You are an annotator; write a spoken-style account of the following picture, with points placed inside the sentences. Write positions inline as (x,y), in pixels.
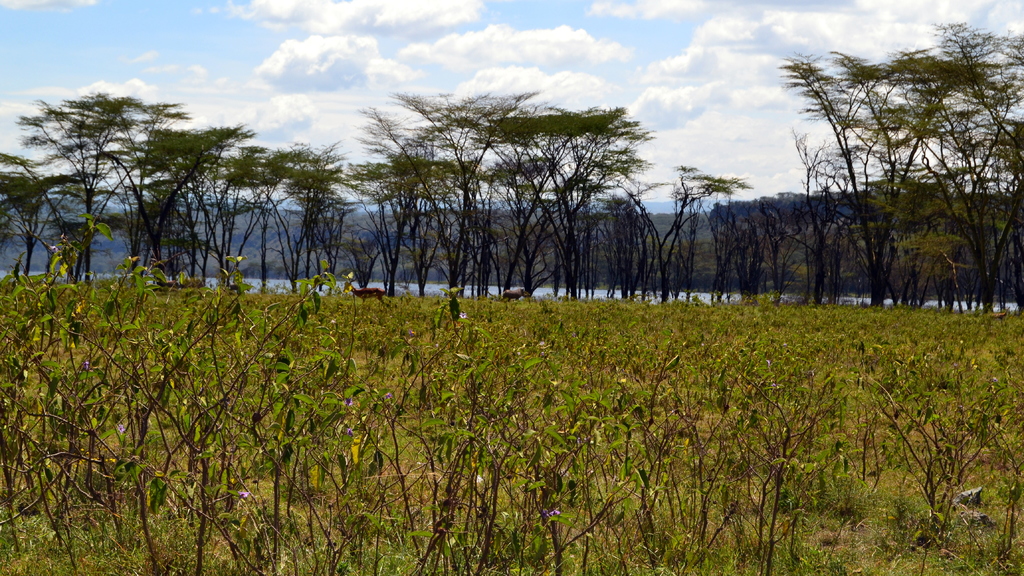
There are plants (797,326) having green color leaves (142,394), animals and grass (818,514) on the ground (728,510). In the background (961,304), there are trees (970,164), there is water (475,288), there are mountains (778,208) and there are clouds (619,70) in the sky (196,49).
